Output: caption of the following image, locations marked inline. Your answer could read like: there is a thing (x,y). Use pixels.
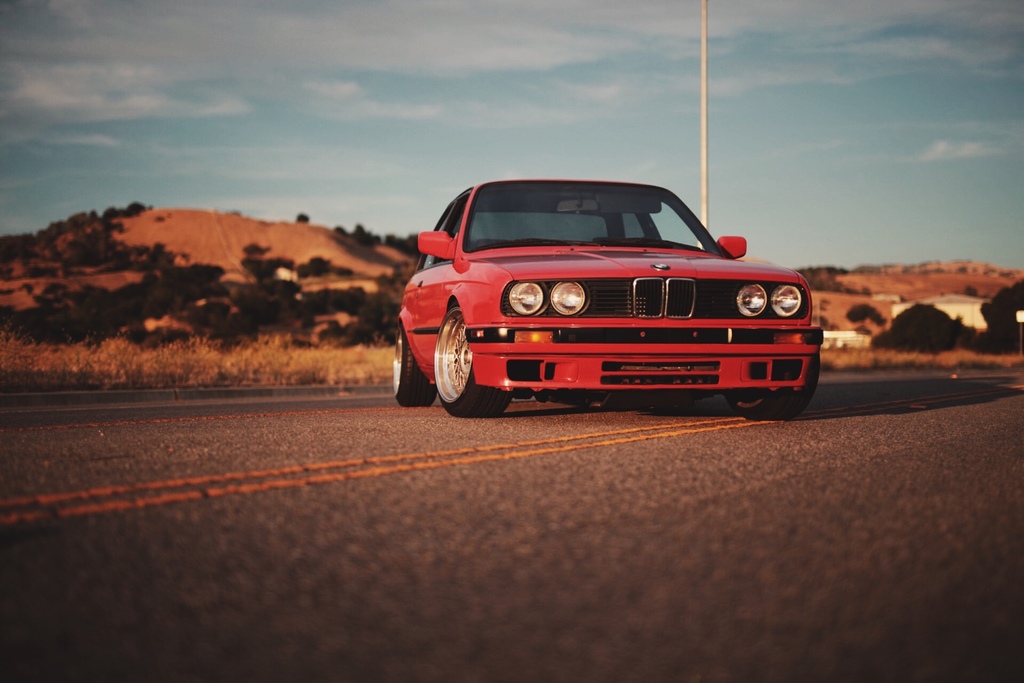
This image is taken outdoors. At the top of the image (166,72) there is the sky (362,77) with clouds (644,90). At the bottom of the image (405,502) there is a road (552,501). In the background (349,316) there are a few hills (819,275) and there are a few trees (911,330) and plants (208,322) on the ground (320,282). There is a pole (704,83). In the middle of the image (540,316) a car (494,404) is parked on the road (799,422). The car (460,299) is red in color.
